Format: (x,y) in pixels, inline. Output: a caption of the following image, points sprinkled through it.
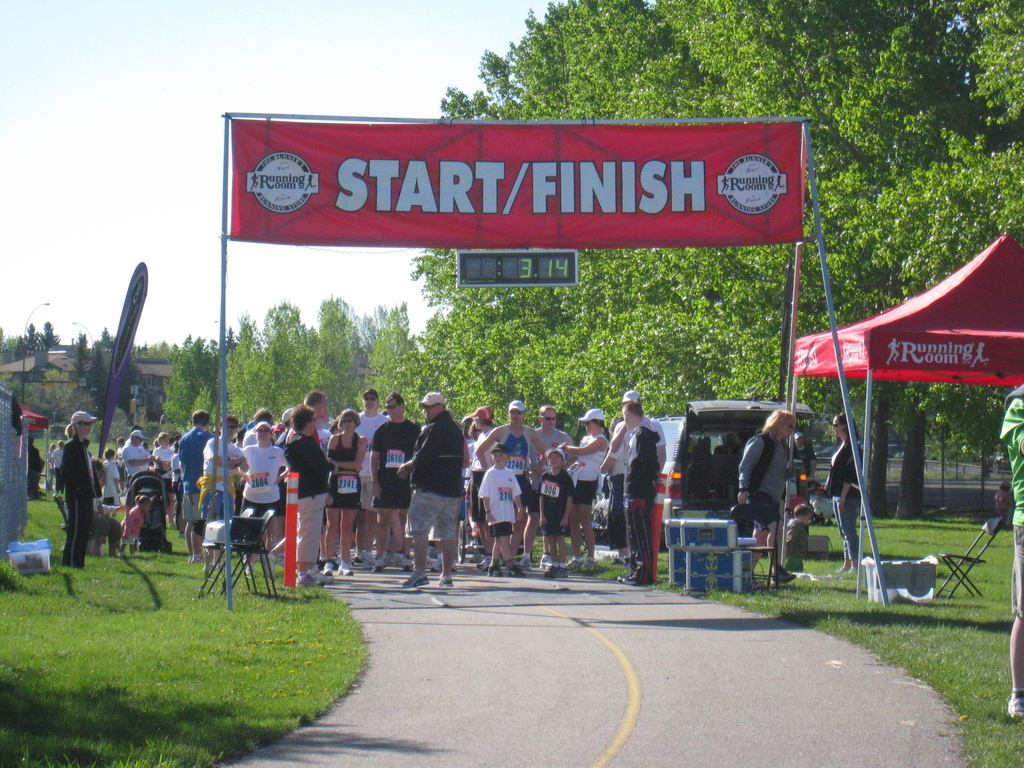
This image is clicked on the road (411,631). There are many people (406,466) standing on the image. On the either sides of the road (560,610) there's grass (173,672) on the ground (139,685). In the center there is a banner (328,180) to a pole (879,565). There is text (631,190) on the banner (490,193). Below the banner (617,176) there is a digital clock (535,272). To the right (924,350) there is a table umbrella (960,353). Under it there is a chair (950,554). In the background (966,218) there are trees (837,123) and houses (148,376). At the top (205,65) there is the sky (228,53).
